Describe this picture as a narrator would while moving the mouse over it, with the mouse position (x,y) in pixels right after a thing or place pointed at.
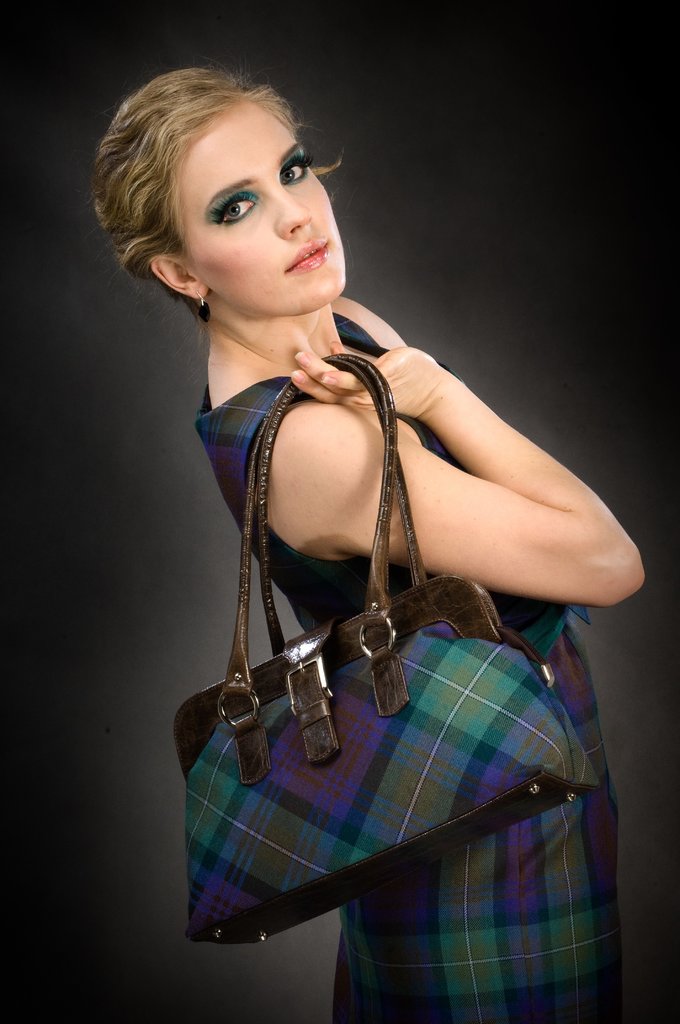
There is woman (191,244) in the image. In which the woman (365,343) is holding a handbag (361,381) on her hand (353,393).
